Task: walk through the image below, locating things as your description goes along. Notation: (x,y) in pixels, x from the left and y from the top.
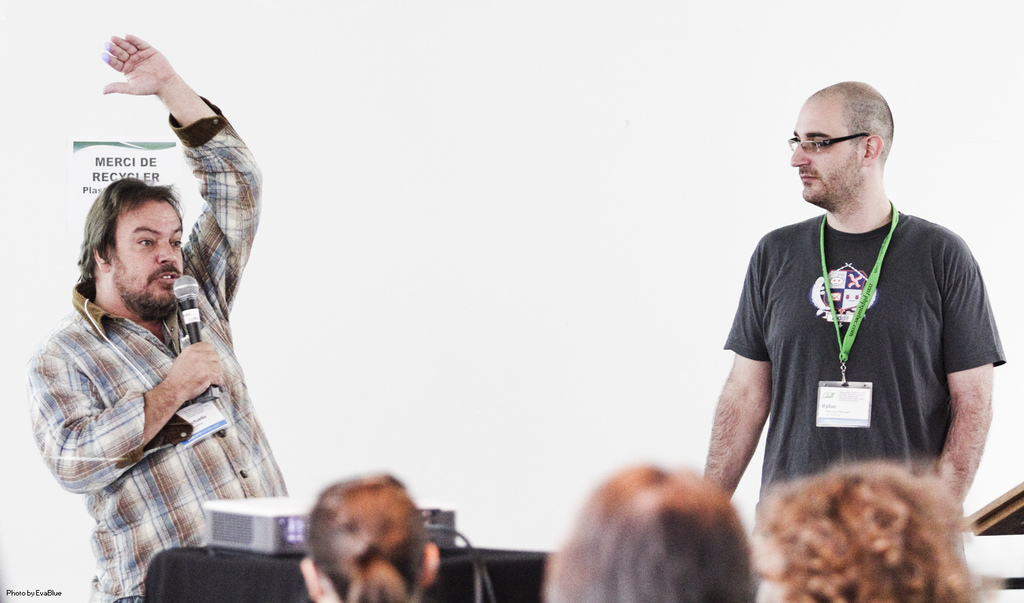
Here we can see two men (843,243) standing and the person (116,430) on the left side (159,410) is speaking something in the microphone (200,399) present in his hand (196,362) and there is a projector (204,517) present on the table (272,557) present in front of them and there are people (882,590) sitting in front of them.
